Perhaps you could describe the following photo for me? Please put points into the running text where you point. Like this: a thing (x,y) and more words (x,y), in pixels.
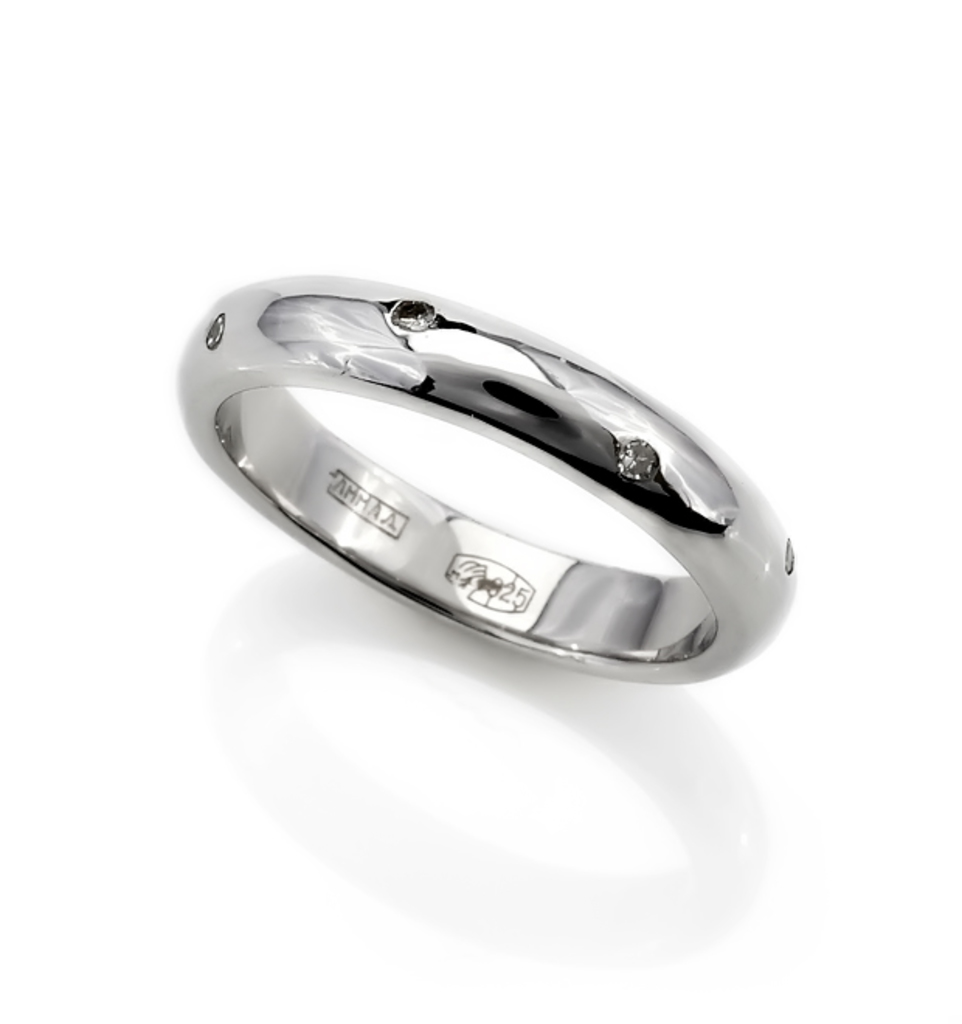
In this image we can see a ring (609,636) which is in silver metal (628,639) with some stones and we can see some text (349,499) on it. The background (707,97) is white in color.
